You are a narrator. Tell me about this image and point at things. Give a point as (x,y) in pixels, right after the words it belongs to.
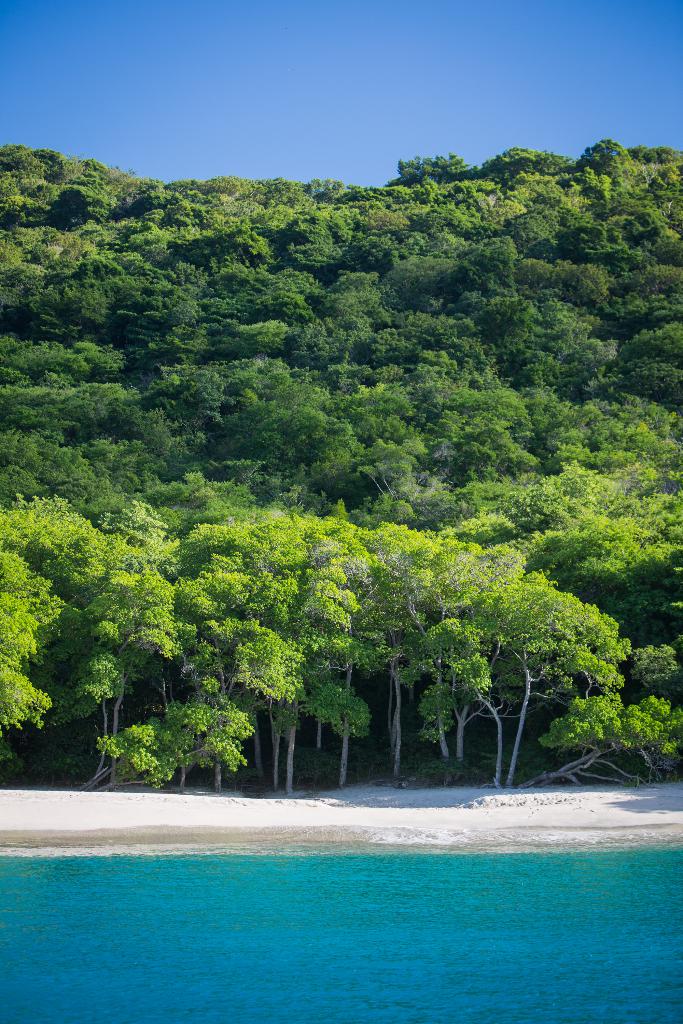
In this image we can see hill (353,312), trees (263,412), sand (267,822), water (412,968). In the background (378,104) there is sky (294,104).
